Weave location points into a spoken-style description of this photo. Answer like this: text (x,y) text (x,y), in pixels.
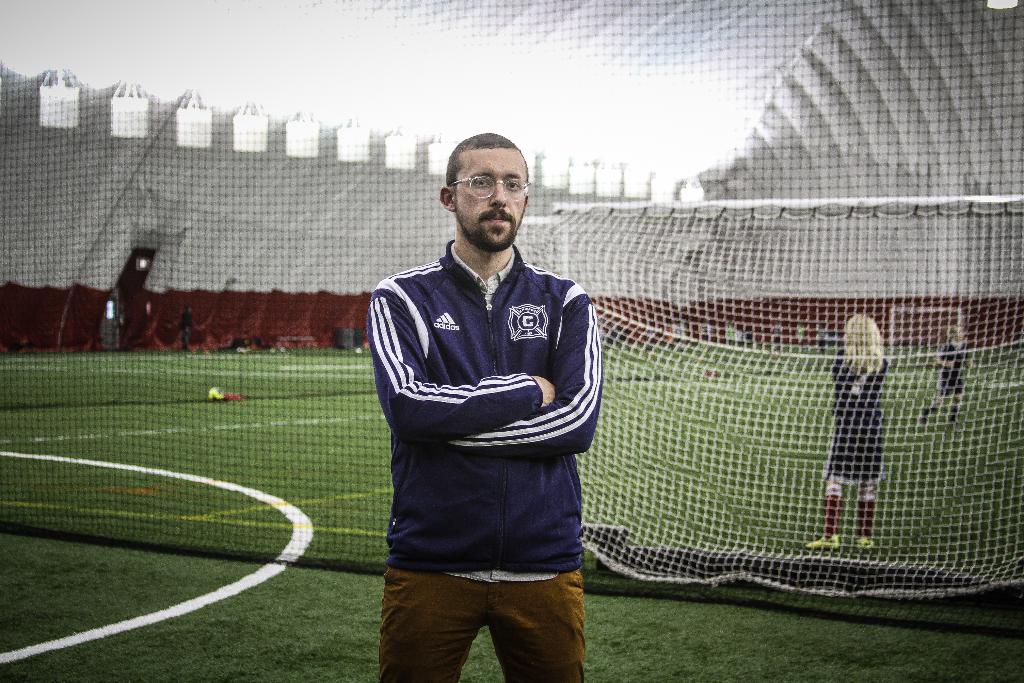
This picture might be taken inside a playground (730,614). In this image, in the middle (454,284), we can see a man (491,361) wearing a blue color jacket (515,378) is standing on the grass (721,624). In the background (115,455), we can see a net fence (894,401), group of people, white color curtains (118,255), at the bottom (205,608) there is a grass (120,644).
